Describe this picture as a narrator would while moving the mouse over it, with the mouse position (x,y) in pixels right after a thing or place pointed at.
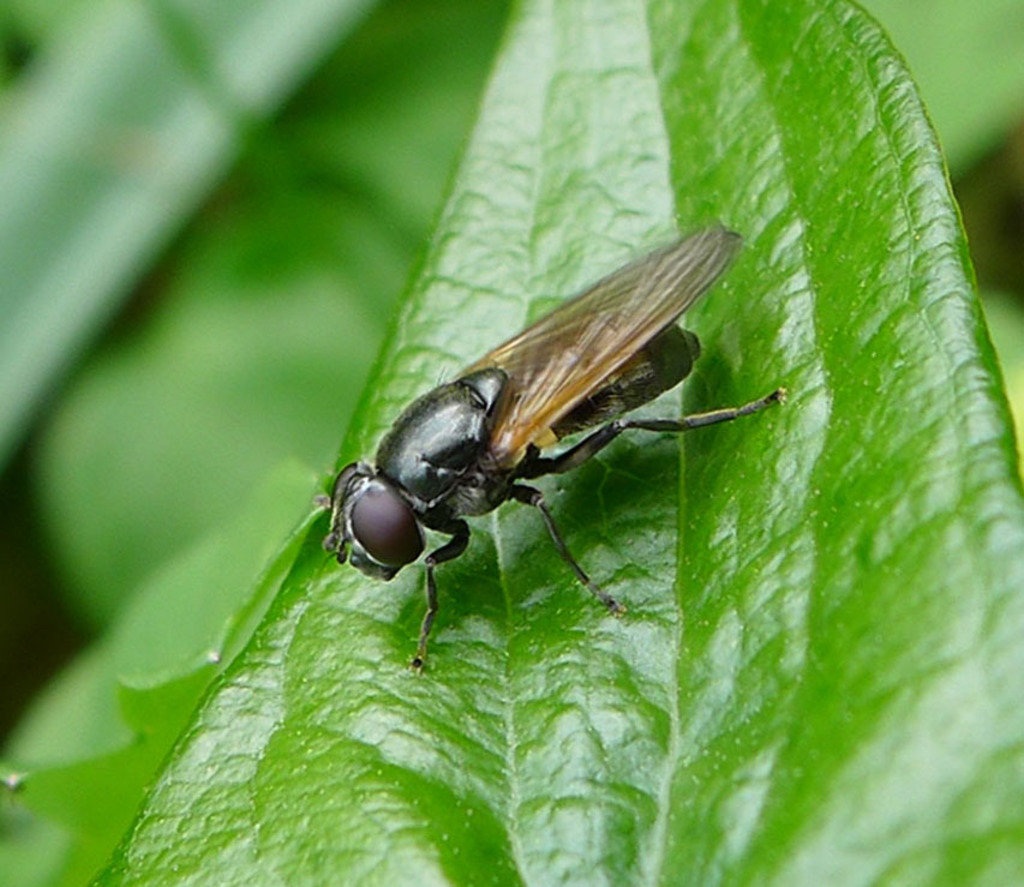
As we can see in the image there are leaves (332,191) and an insect (457,525). The background (98,535) is little blurred.
